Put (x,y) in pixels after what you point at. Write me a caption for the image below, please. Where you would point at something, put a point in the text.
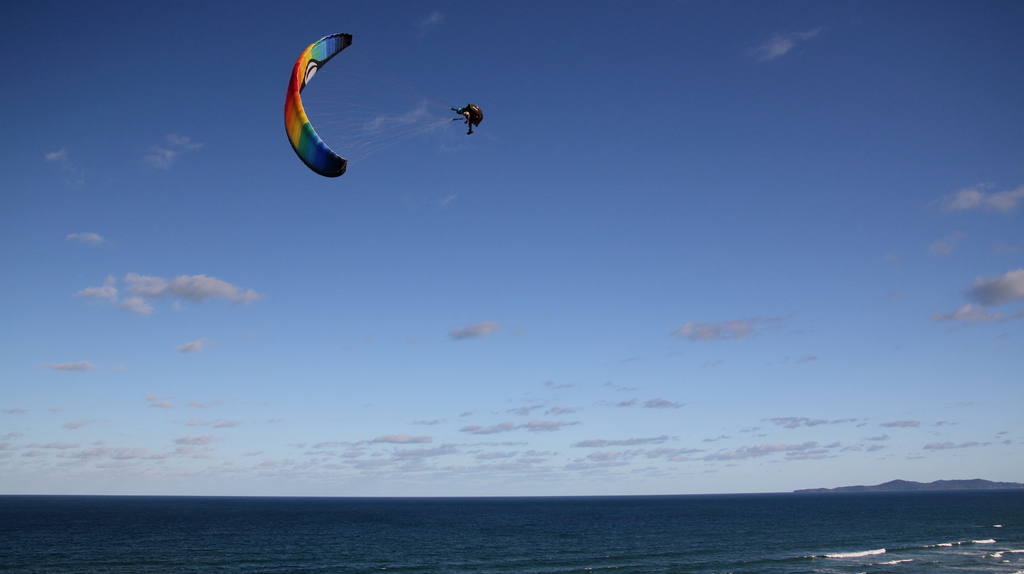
In this picture I can see there is a person (477,109) wearing a parachute (294,141) and there is ocean (210,525) here on the ground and the sky (493,398) is clear.
